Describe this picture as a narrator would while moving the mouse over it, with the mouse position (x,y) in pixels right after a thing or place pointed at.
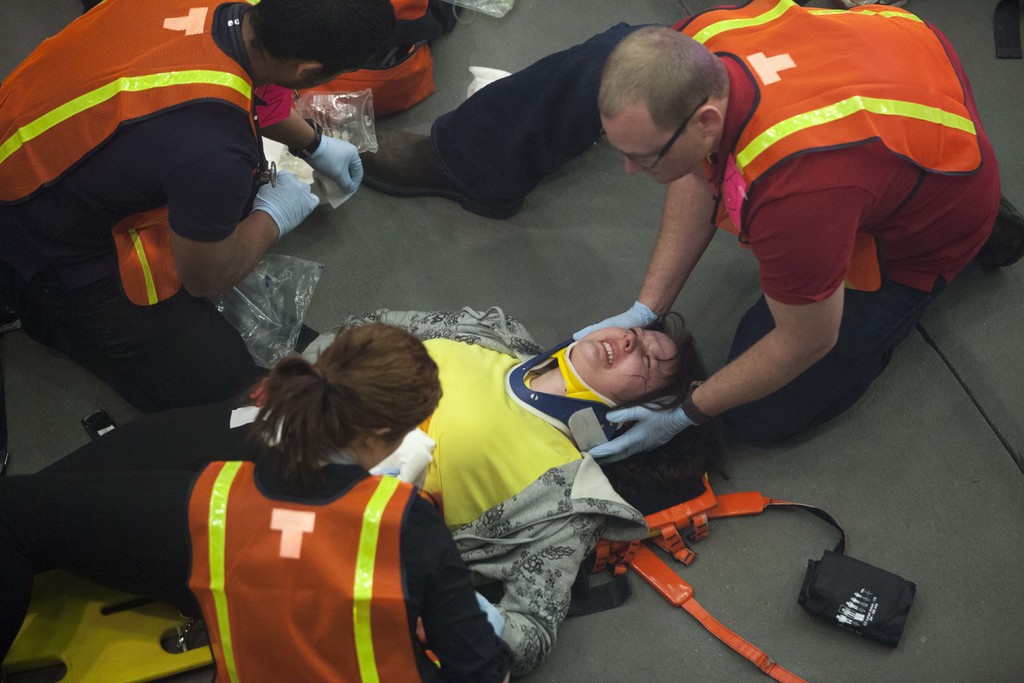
In this image in the center (548,416) there is one woman (499,445) who is laying on the floor (457,238), and she is crying and there are some people (360,419). One person (207,215) is wearing gloves (334,147) and holding something, at the bottom (883,458) there is floor (390,226). On the floor (894,479) there are some bags (404,96) and plastic covers (349,131).
